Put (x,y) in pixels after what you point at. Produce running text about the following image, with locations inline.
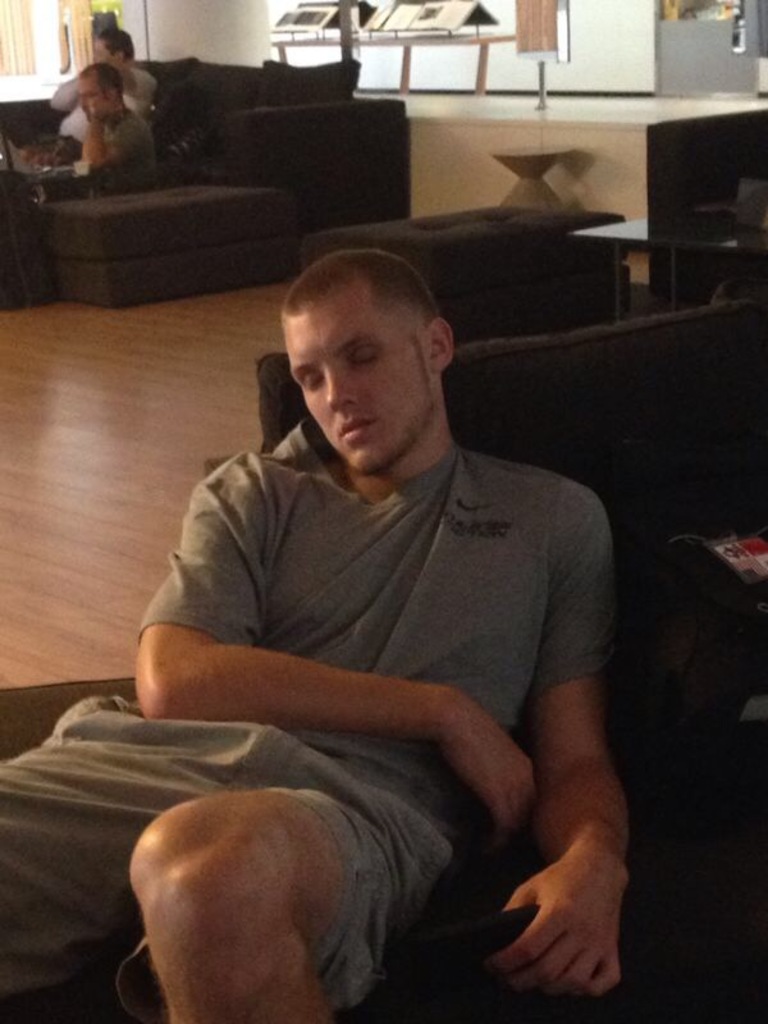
Here in the front (494,812) we can see a man (207,500) laying on a chair (44,1023) and behind him we can see a couple of people (104,153) sitting on the couch (229,105) present.
